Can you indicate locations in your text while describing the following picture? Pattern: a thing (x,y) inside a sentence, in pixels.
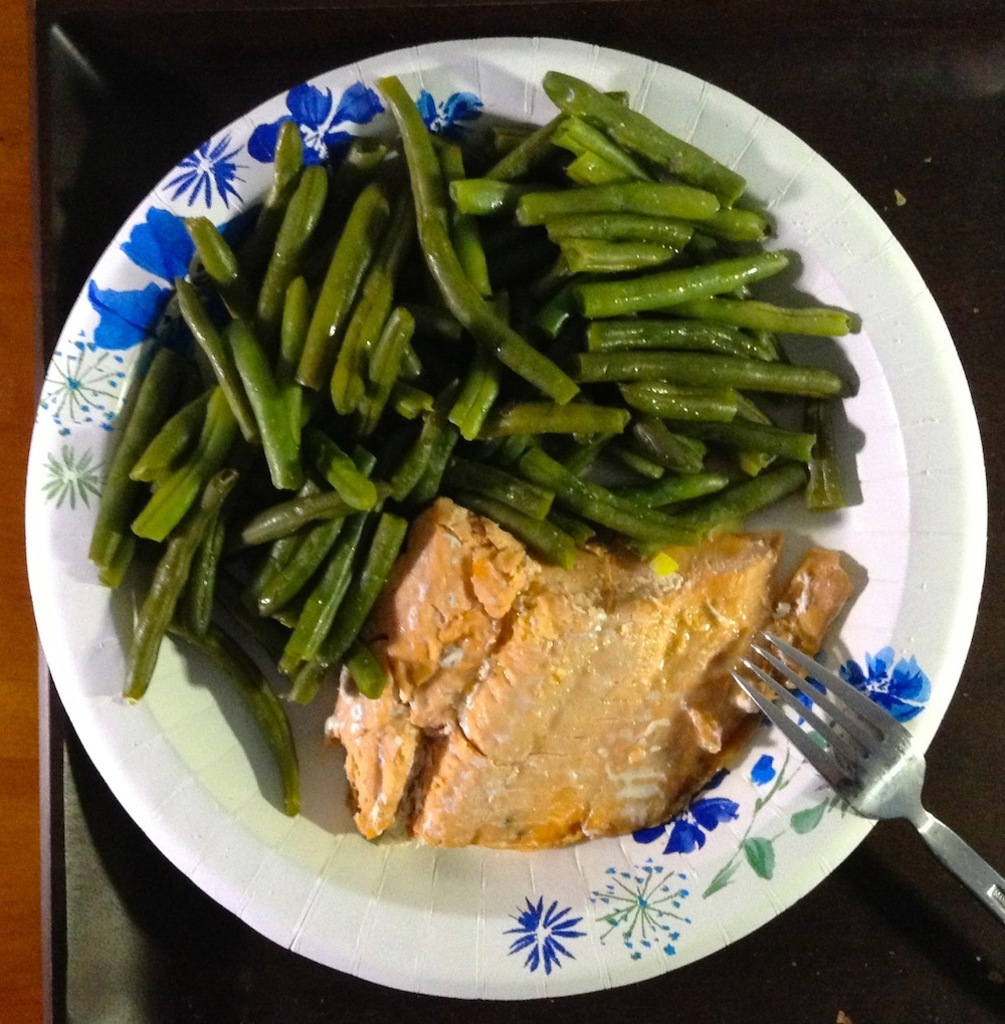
In this image we can see vegetables (217,441), fish (511,704) and fork (780,707) on plate (875,694) placed on the table (939,84).
